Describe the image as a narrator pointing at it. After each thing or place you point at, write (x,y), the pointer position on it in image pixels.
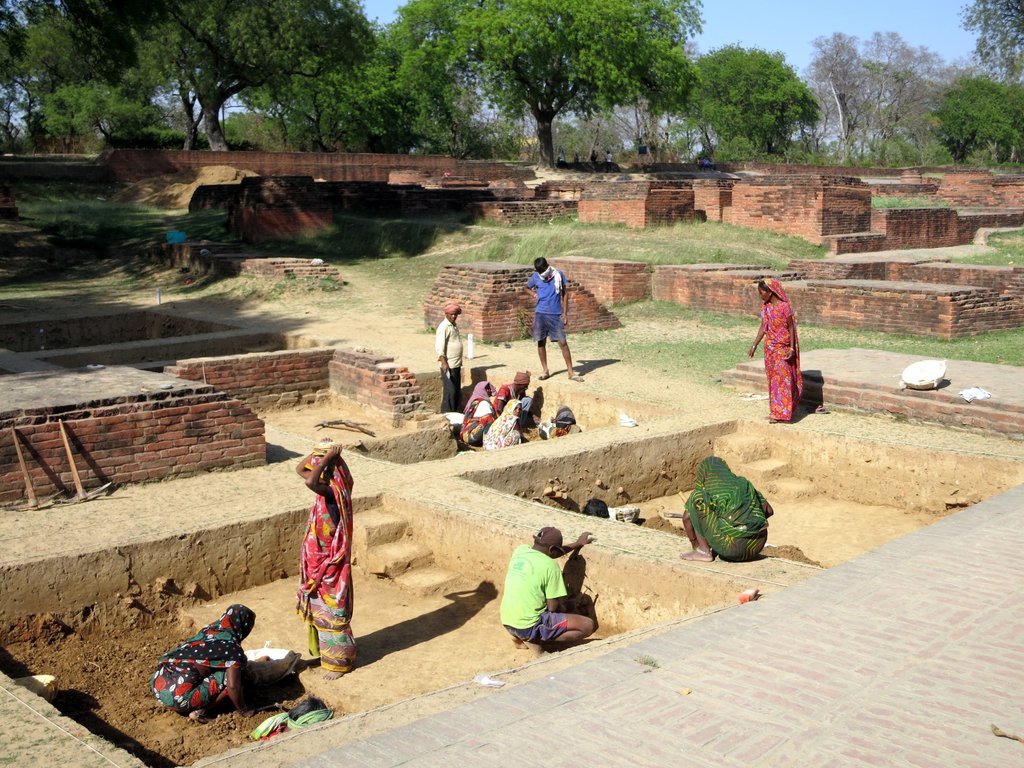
In this image there are a few people (326,634) standing and sitting and there are few red bricks (332,379) arranged and there are two axes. In the background (224,81) there are trees (721,85) and a sky (884,34).
